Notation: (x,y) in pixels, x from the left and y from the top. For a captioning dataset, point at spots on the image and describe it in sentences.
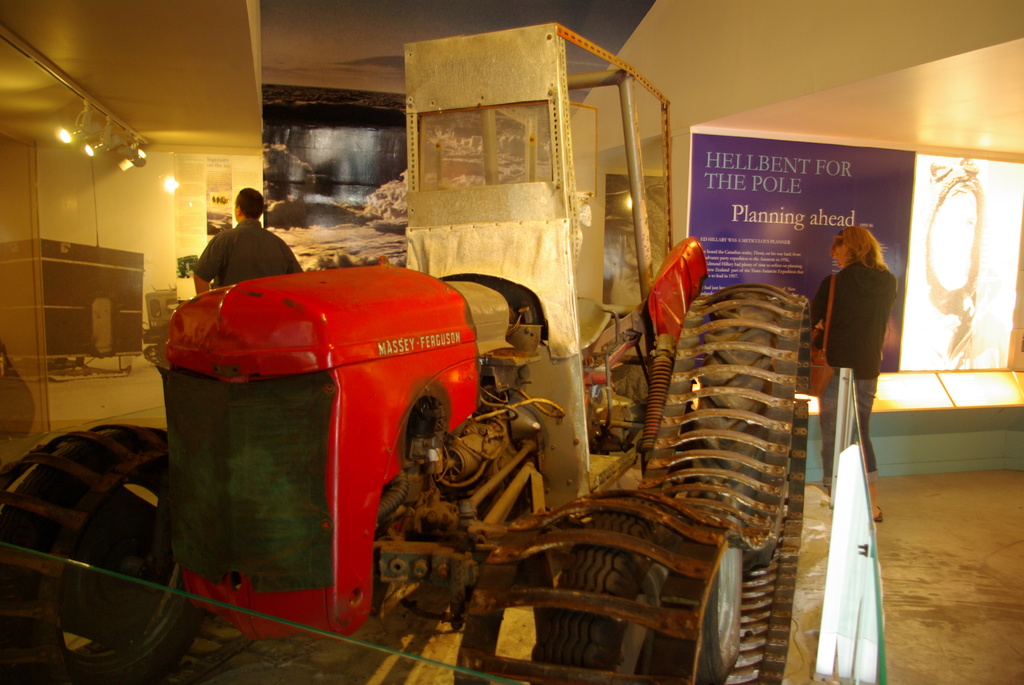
This is the picture of a room (588,286). In the foreground (495,249) there is a vehicle (549,344). At the back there are two persons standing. There are posters (716,213) on the wall (27,196). At the top (92,153) there are lights (121,157).
